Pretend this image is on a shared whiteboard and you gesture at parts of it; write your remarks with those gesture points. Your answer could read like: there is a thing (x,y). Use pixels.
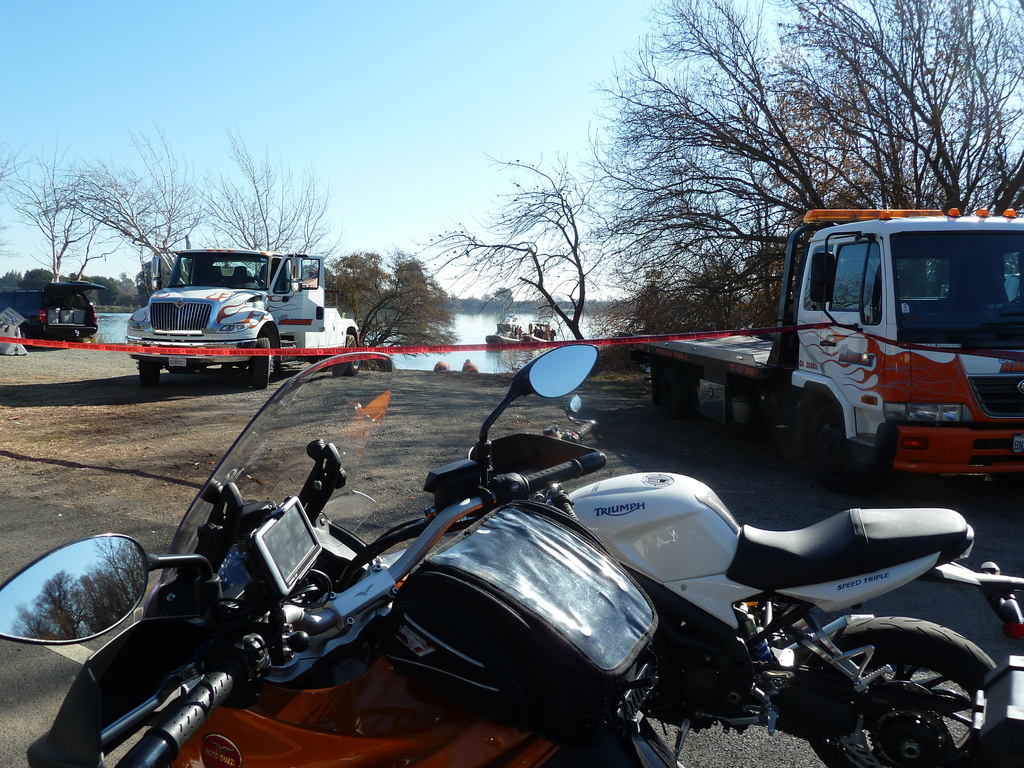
In the image there are motorcycles (412,619) in the front (660,611) and behind there are trucks (246,304) followed by a pond (517,357) with trees (361,295) in front of it and above its sky (451,86).
